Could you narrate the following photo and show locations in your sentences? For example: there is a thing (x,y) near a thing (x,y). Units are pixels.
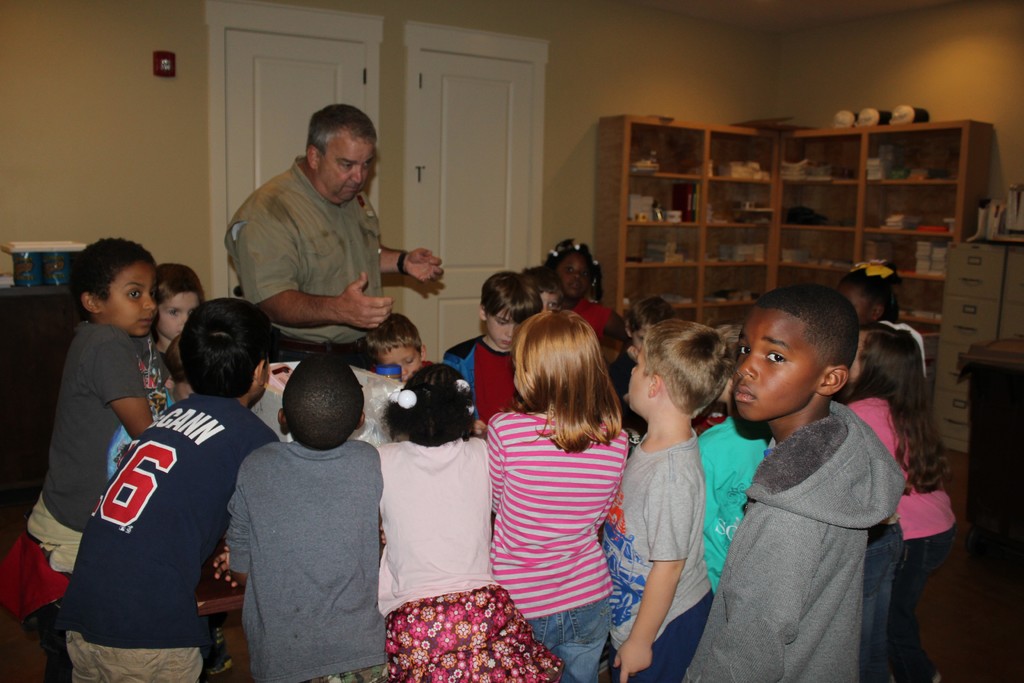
In the image there are many kids (662,537) standing. In front of them there are few items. And also there is a man (332,220) standing. In the background (166,121) on the wall (154,86) there are two doors (420,126). There is a cupboard (623,206) with few items (752,175) in it. Beside that there are filing cabinets (988,281) and also there is a table (968,397). On the left side of the image (47,307) there is a table (31,376) with a few items (25,272) on it.
